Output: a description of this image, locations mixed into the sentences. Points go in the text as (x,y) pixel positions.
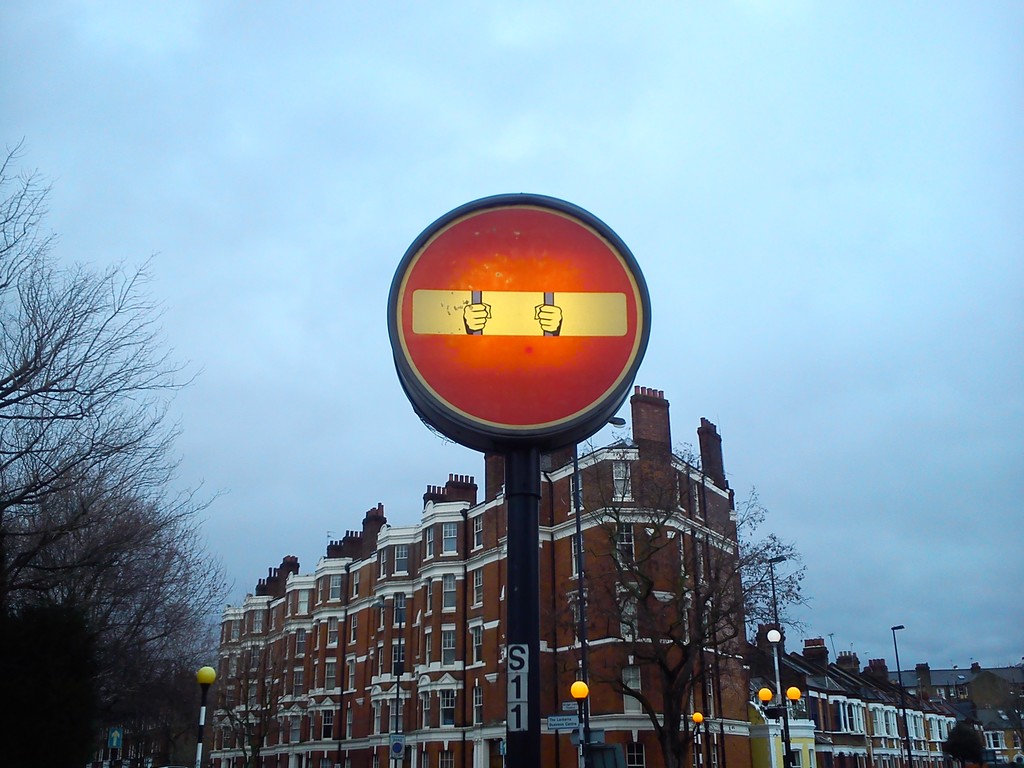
In this picture there is a board (529,333) which is attached to a pole (525,523) below it and there are few buildings (614,653) and street lights (776,635) behind the pole (534,536) and there are few trees (68,511) in the left corner (39,542).
